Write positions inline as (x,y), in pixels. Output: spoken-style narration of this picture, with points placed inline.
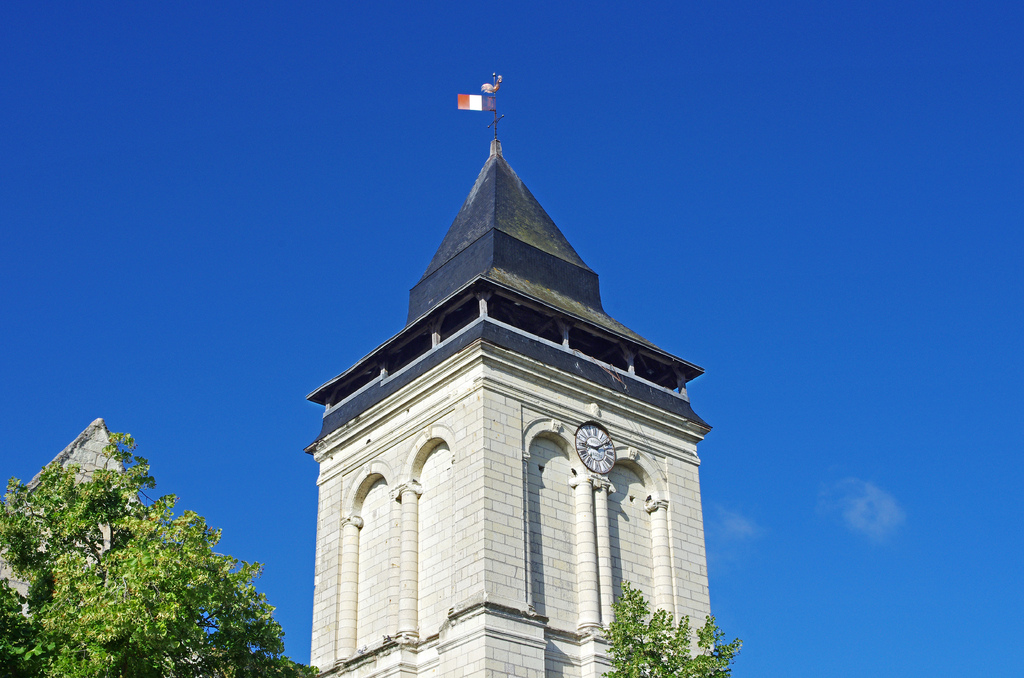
We can see tower (495,189) and clock (600,451) on the wall (635,421). Top of the tower (569,425) we can see flag (494,103) with pole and we can see trees (169,609). In the background (941,299) we can see sky (167,106) in blue color.
